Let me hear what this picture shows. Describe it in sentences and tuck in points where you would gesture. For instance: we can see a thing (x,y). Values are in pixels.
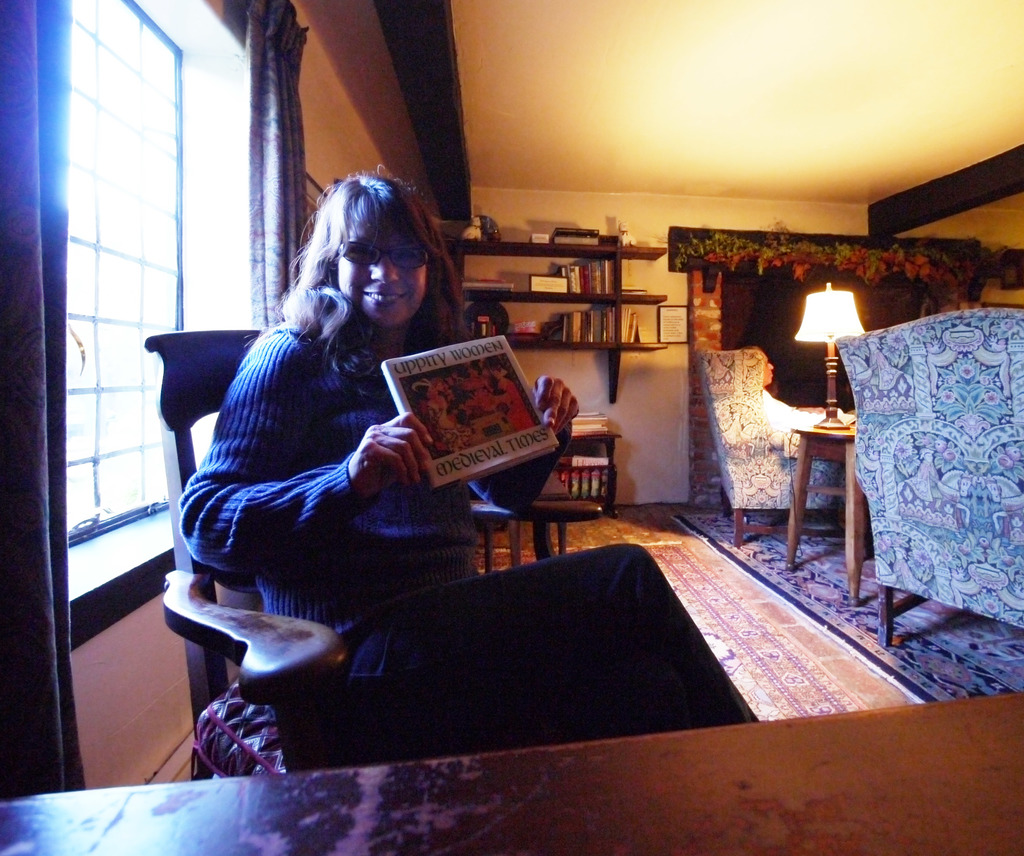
In this image, There is a table (911,771) which is in brown color, There is a woman (272,518) sitting and she is holding a book (459,406) which is in white color, in the right side (895,475) there are some sofas (895,475) in white color, In the background (507,245) there are some books (578,278) kept in shelves (593,249) and in the top (610,116) there is a yellow color roof (685,63).
